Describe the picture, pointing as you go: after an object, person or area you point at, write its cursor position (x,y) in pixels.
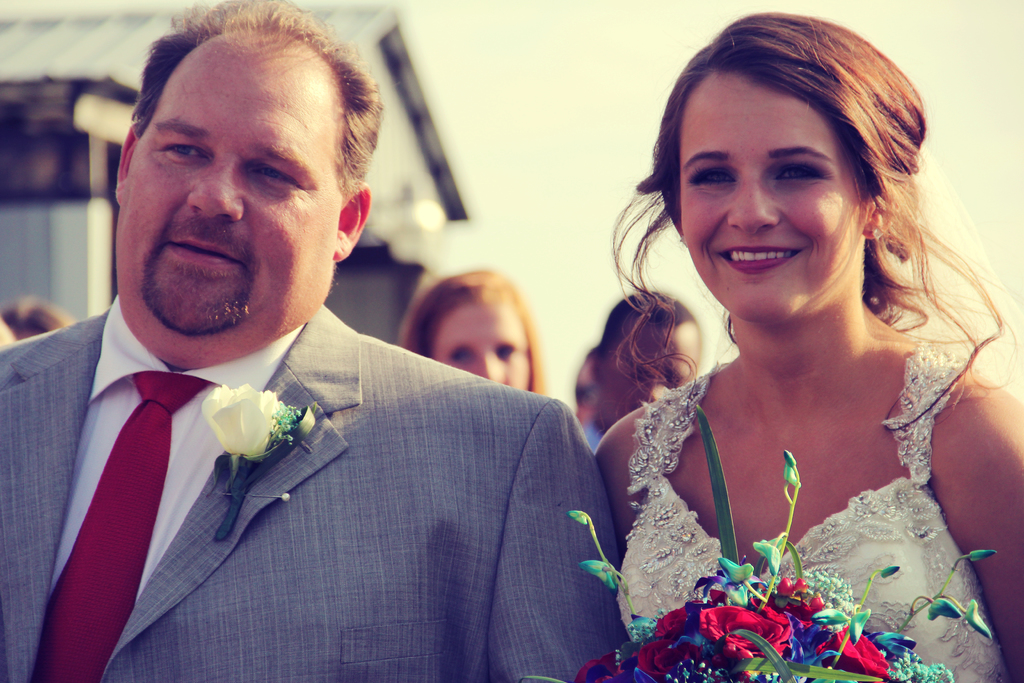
In this picture we can see a group of people (331,398) standing and a woman (753,533) is holding a bouquet (771,573). Behind the people (296,334) there is the blurred background (504,190).
